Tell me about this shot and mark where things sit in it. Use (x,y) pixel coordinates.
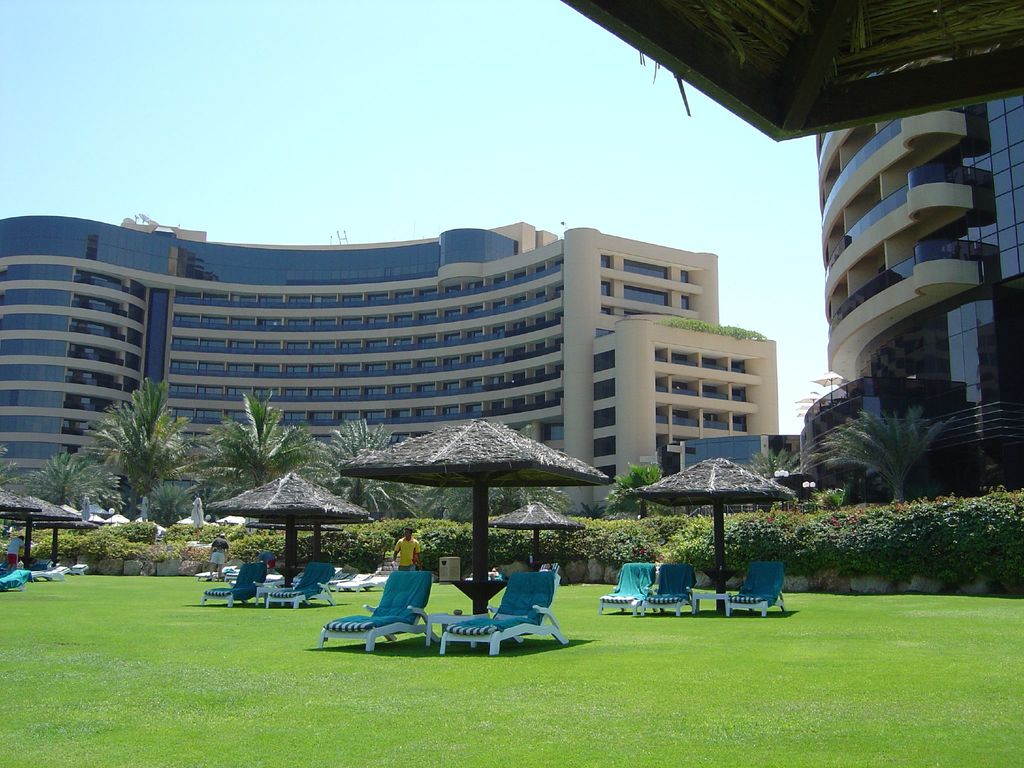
In front of the image there is a white recliner chairs (311,586) under huts (534,535) and there are a few people (269,572) walking, behind the chairs (487,620) there are bushes (583,517), trees (820,447) and buildings (641,378), at the top of the image (831,33) there is a roof top (714,67).
